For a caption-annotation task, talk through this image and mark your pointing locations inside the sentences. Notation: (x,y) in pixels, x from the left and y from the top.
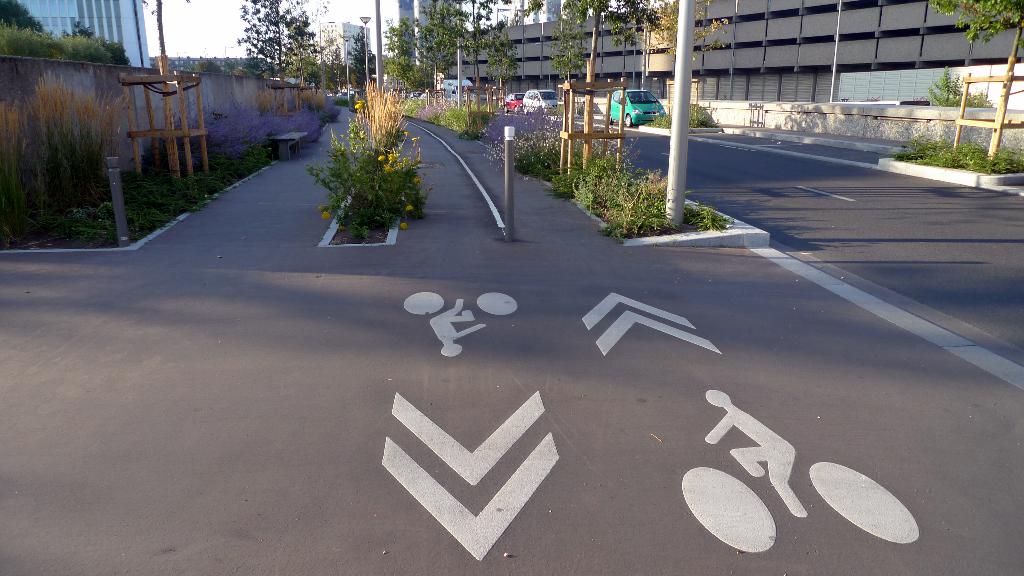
In the middle of the image (648,226) we can see some plants (14,122), poles (460,64) and vehicles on the road (930,226). Behind them we can see wall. Behind the wall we can see some buildings (138,47) and trees (562,49).
